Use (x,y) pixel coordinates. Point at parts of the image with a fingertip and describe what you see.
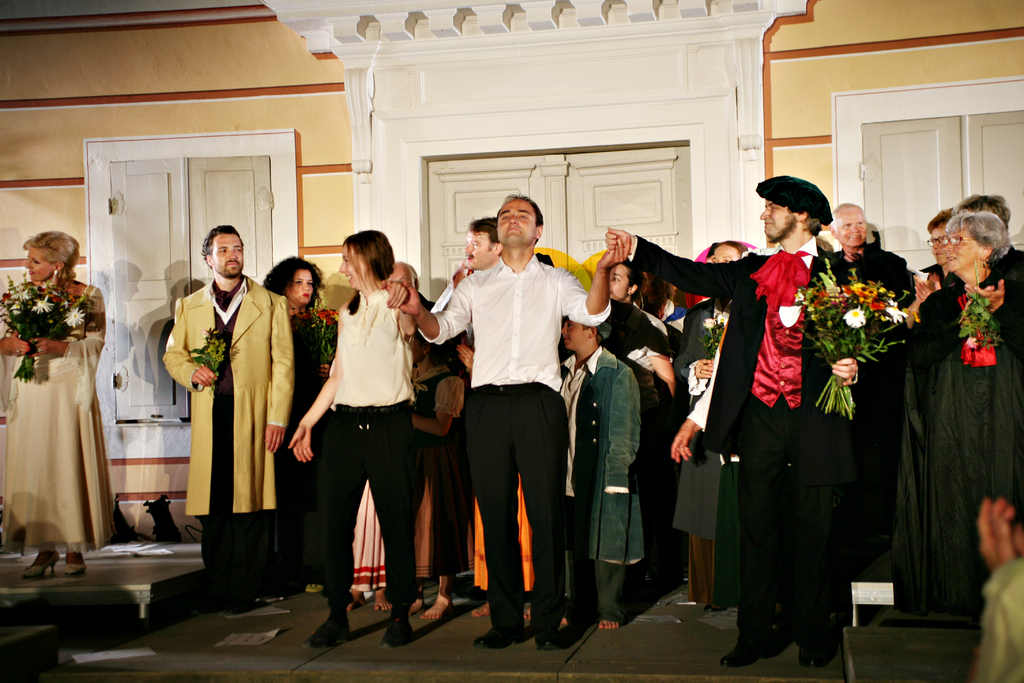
In this picture there is a man (547,563) who is wearing white shirt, trouser (552,448) and shoe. He is holding women (376,253) and men hand (611,245). On the right (952,299) we can see a woman (961,278) who is wearing black dress (968,413). On the left (71,421) we can see another woman (58,464) who is holding flowers (15,330). He is standing near to the window (175,287). Here we can see group of persons (599,361) who are standing near to the door (568,209). On the bottom right corner (1010,653) we can see a person (993,636) who is standing near the table (862,640).
